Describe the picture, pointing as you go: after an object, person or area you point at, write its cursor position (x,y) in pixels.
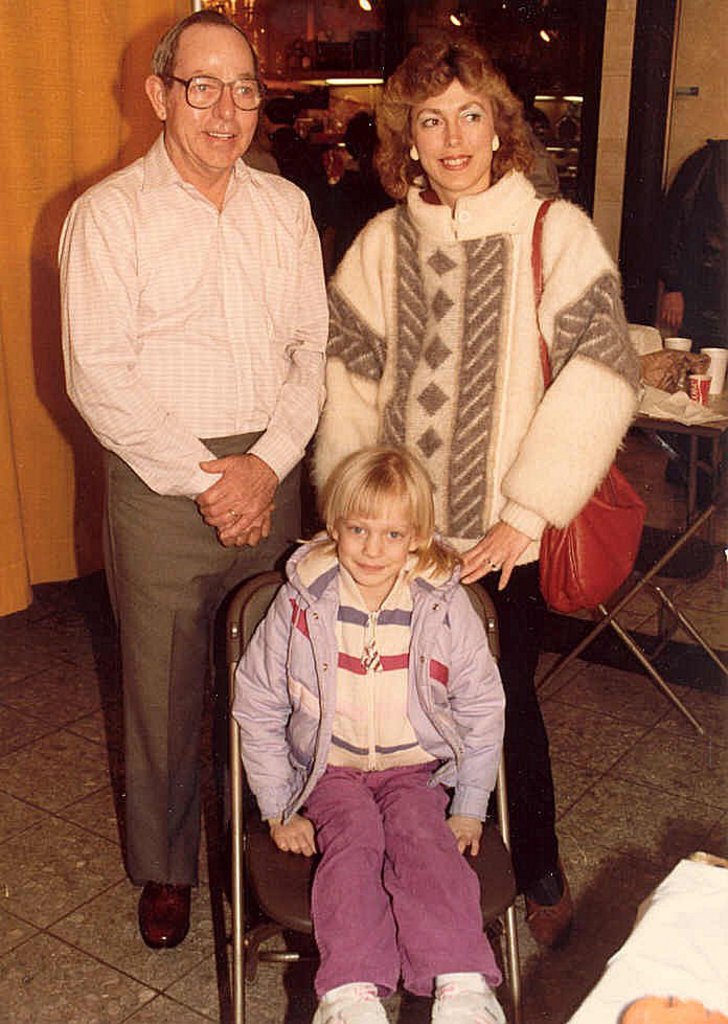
In the foreground of this image (401,756), there is a girl (388,867) sitting on the chair (290,893) and behind her, there is a woman (460,376) and a man (256,383) standing and the woman (559,364) is wearing a red color bag (604,534). In the background (658,362), there are cups (707,369) and few objects (668,416) on the table (703,523) and a man (705,267) standing on the right (690,247). A curtain (90,67) on the left (101,145) and few persons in the dark background.
